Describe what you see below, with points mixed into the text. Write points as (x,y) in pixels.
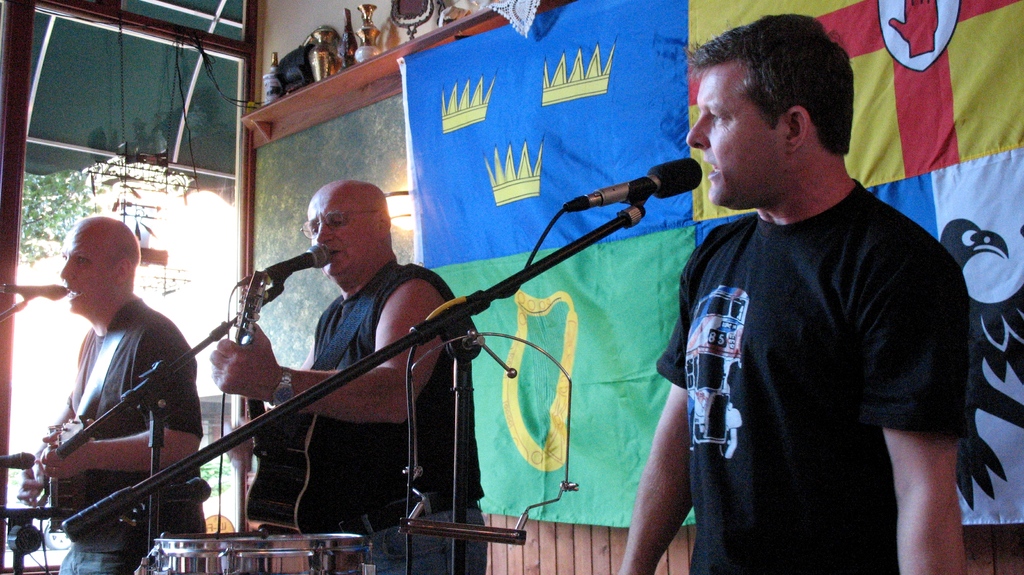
In this picture we can see three people (441,296), in the left side of the given image two people (344,290) are playing guitar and singing with the help of the microphone (55,290), in the right side of the given image a man (732,273) is singing in front of microphone (659,197), behind to them we can see a hoarding (545,116) couple of shields (418,6) and couple of trees (65,199).
